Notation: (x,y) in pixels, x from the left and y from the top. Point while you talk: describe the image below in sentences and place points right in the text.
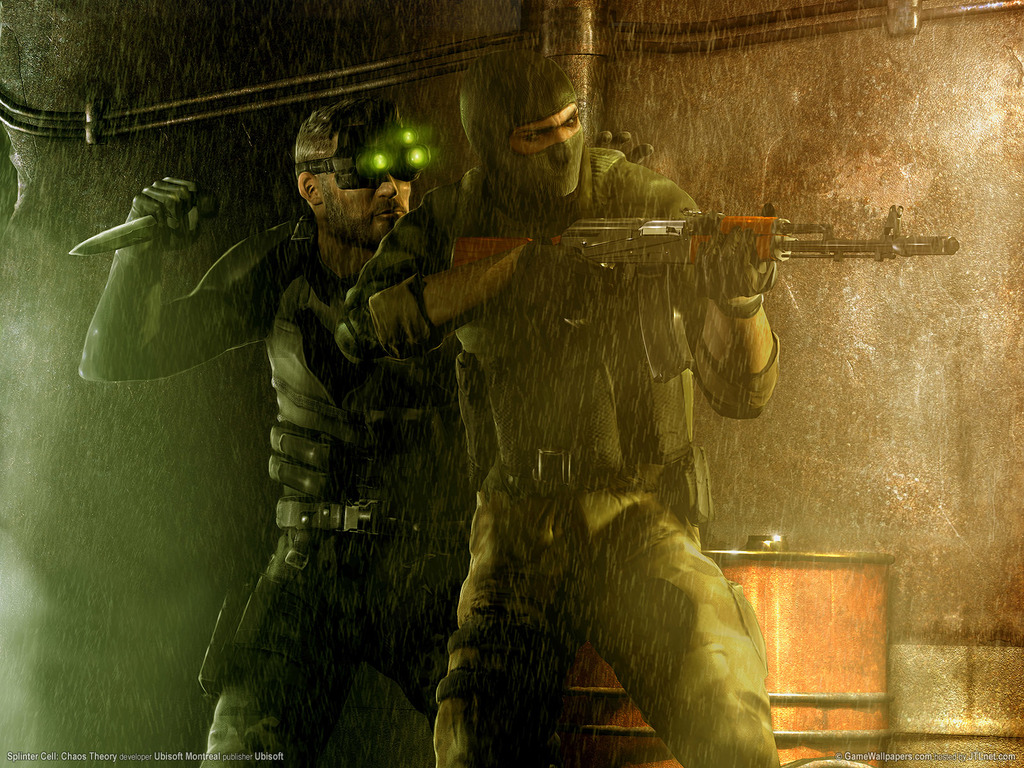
This is an animated image where I can see two persons (498,446) standing here are holding weapons (891,248) in their hands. The background of the image (870,633) is dark where we can see few objects (797,616).
